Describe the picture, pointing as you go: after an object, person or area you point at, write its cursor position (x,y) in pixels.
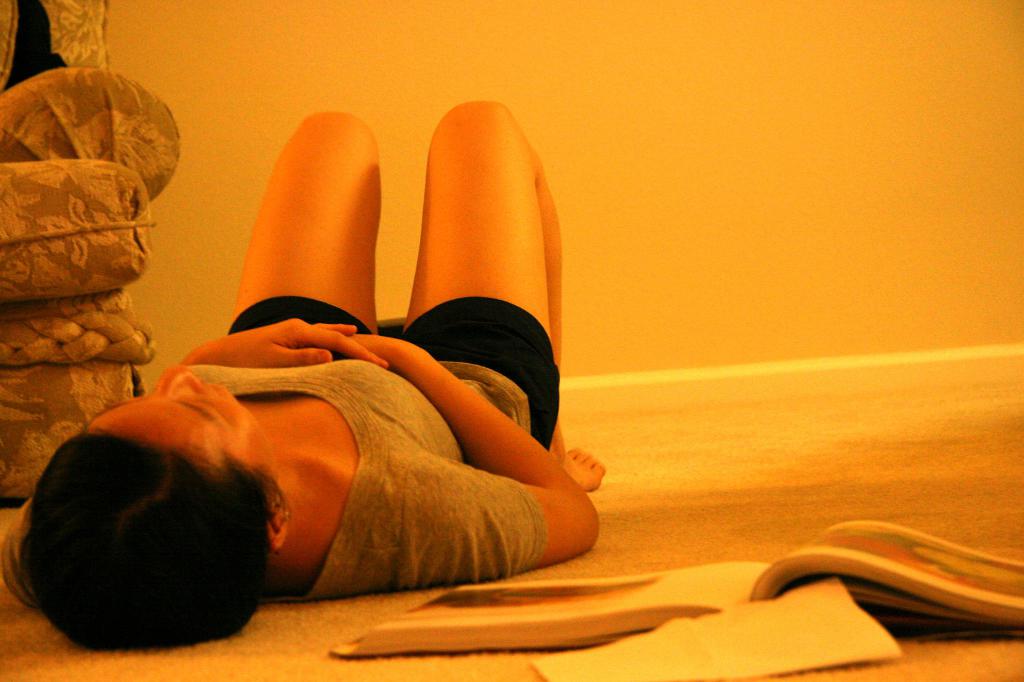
In this picture we can see a woman (403,469) laying on the floor (576,562), we can see a book (721,600) and a paper (744,607) here, in the background (664,198) there is a wall (639,119), we can see a sofa chair (67,218) on the left side (56,228).
